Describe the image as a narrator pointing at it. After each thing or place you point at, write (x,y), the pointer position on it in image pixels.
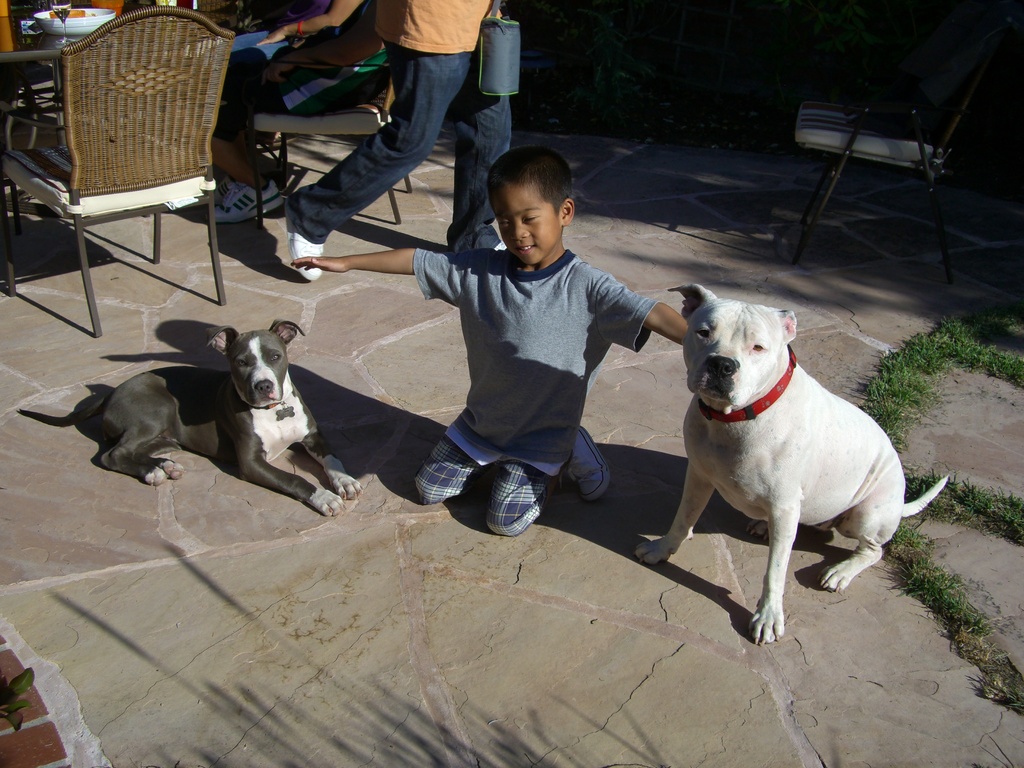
This picture is taken outside a house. In the center of the picture (535,506) there are two dogs (763,453) and a kid (496,398). In the foreground (443,655) there are tiles (954,679). On the top left (56,51) the dining table (31,48) and chair (300,121), a person (314,104) is sitting on the chair (335,125). In the center of the background (456,17) a man (469,162) is walking. On the table (16,52) there are plates (87,24) and glasses (60,7).
